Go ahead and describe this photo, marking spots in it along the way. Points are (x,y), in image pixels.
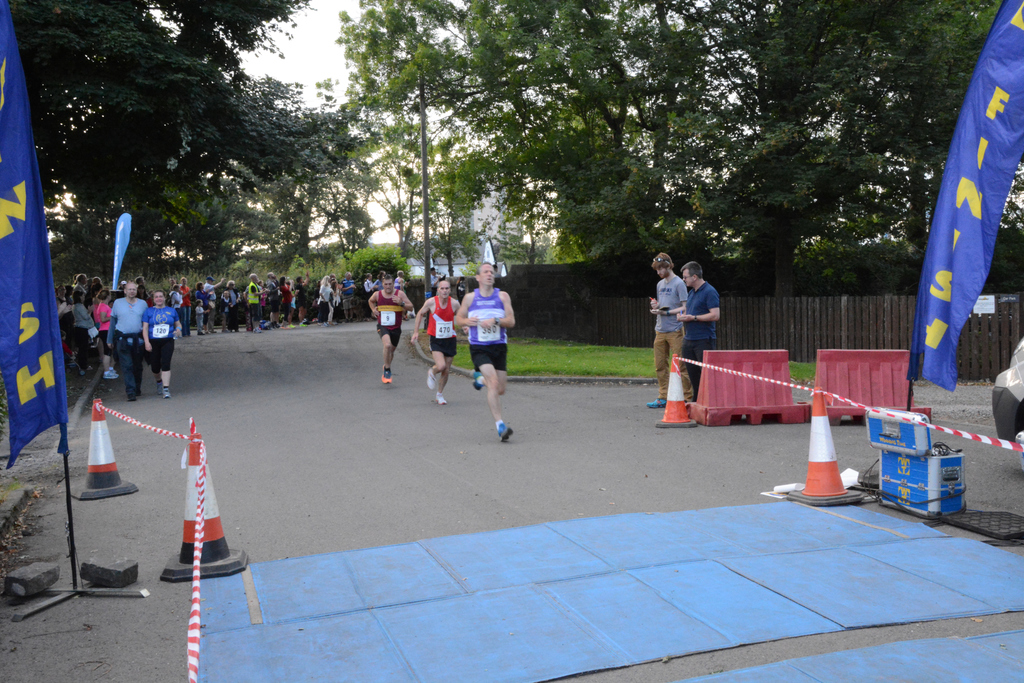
In this picture I can observe three members (433,385) running on the road (362,361). I can observe traffic cones (199,463) on either sides of the picture. There are blue color banners (21,271) on either sides of the picture. I can observe some people (174,305) standing on the road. In the background (266,129) there are trees (369,170) and sky (298,60).
